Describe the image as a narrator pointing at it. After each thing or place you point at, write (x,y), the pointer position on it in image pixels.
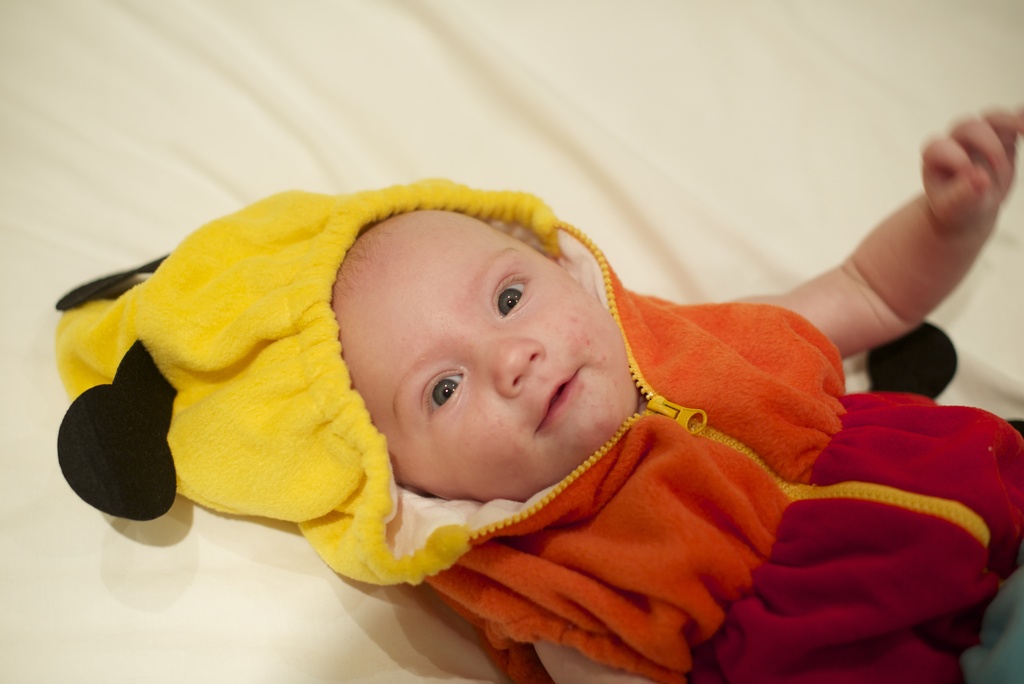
In this picture I can observe a baby (490,348) laying on the bed (250,131). The baby (640,519) is wearing yellow, black, red and orange color hoodie (680,522). The background (803,171) is in white color.
